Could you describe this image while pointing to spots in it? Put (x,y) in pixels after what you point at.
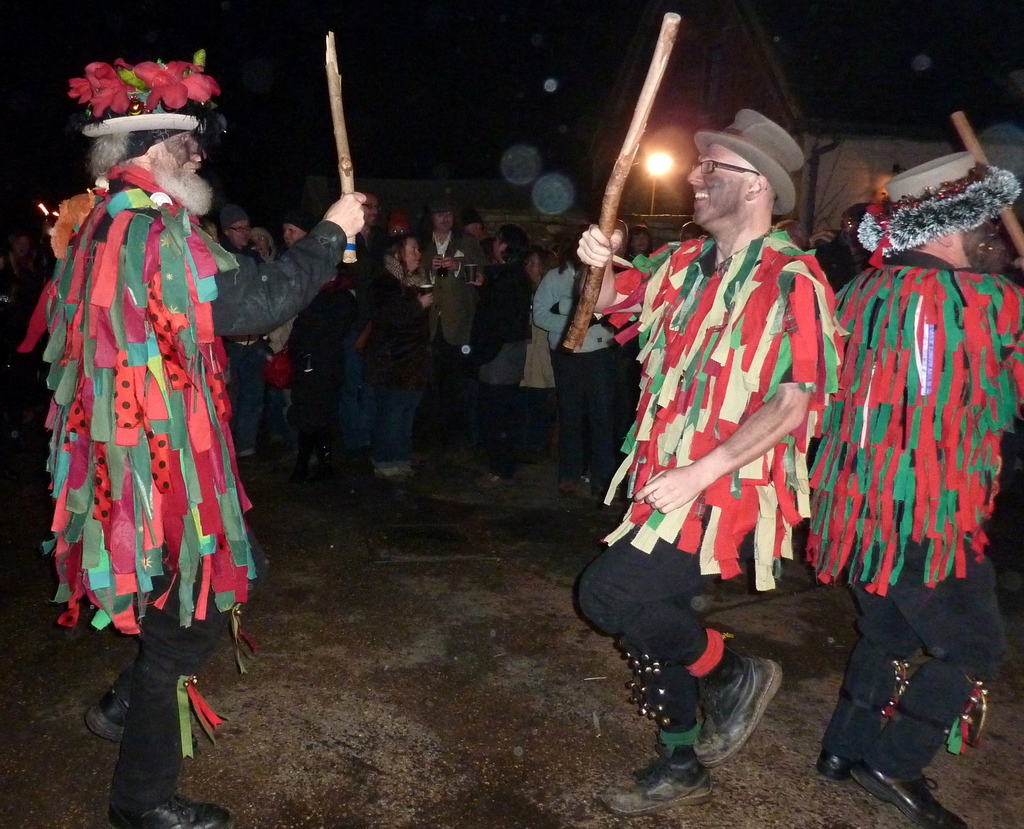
In this image there are three persons (850,412) in fancy dresses (642,285) are standing and smiling by holding the sticks (666,67), and in the background (735,55) there are group of people (383,401) standing, house (724,82).
